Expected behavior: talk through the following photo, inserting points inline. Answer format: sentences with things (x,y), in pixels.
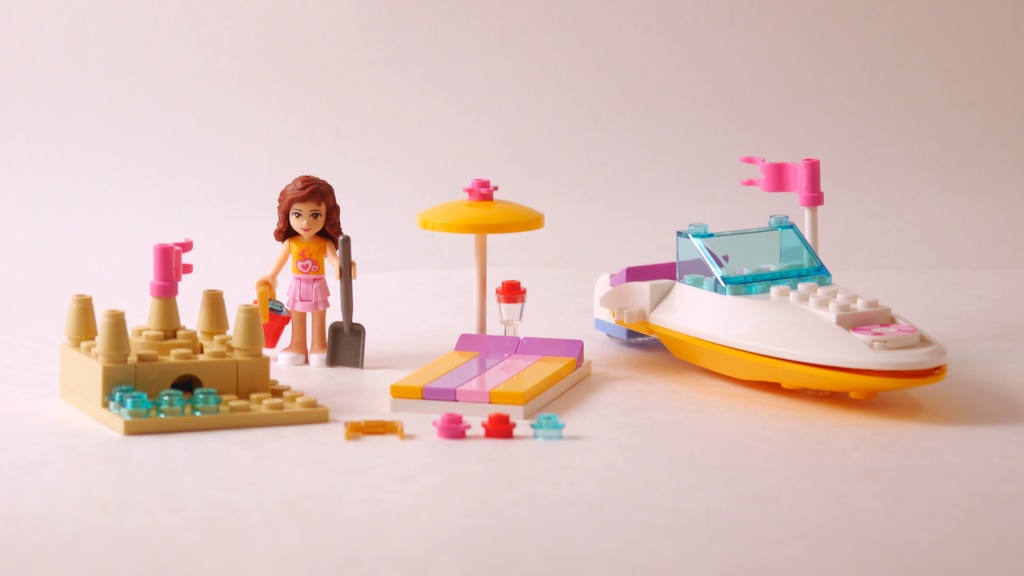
In this image, in the middle (648,286), we can see some toys (664,287). In the background (941,157), we can see white color.
